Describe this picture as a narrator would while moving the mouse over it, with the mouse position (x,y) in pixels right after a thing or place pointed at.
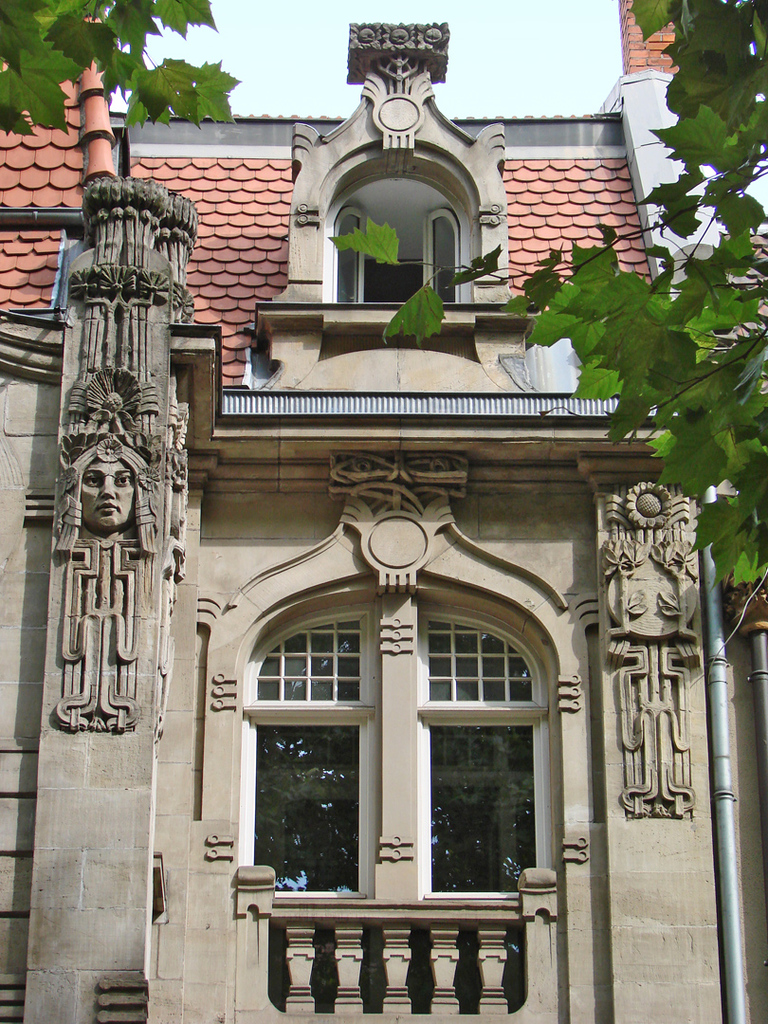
In this image there is a building (649,722). There are windows (283,824), sculptures (627,584) and leaves (491,252).
